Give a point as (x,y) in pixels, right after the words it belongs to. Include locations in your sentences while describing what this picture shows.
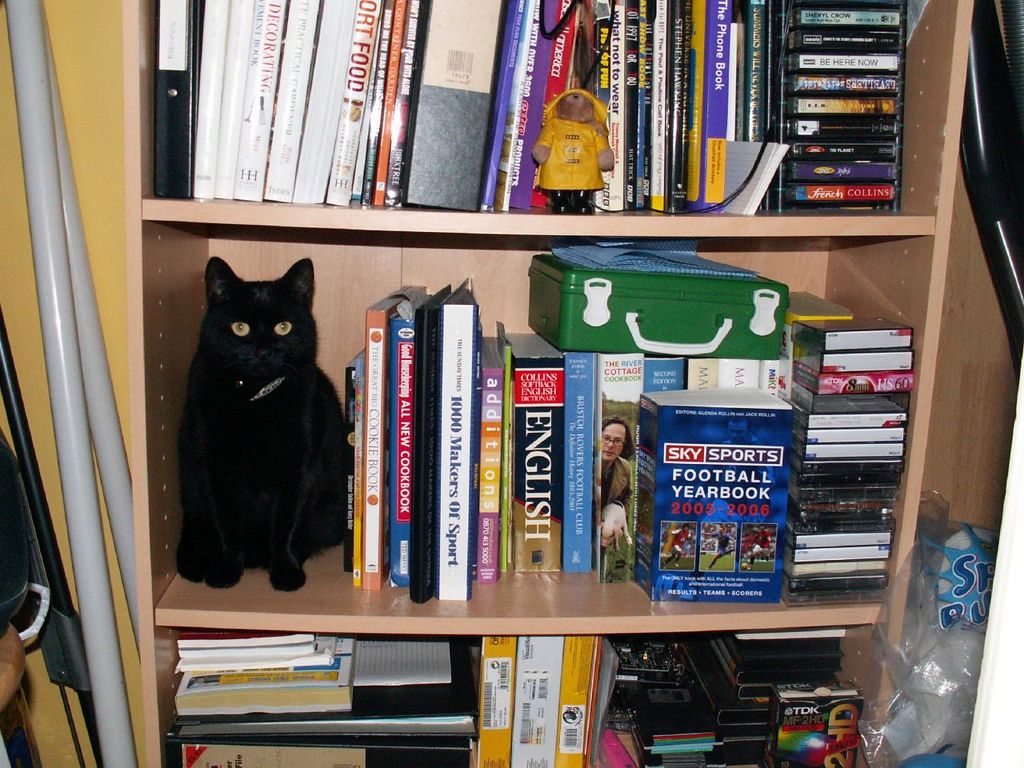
In this image, we can see a wooden shelf (467,617). Here we can see a black cat (286,474) is sitting on the rack (367,615). Here we can see so many books (233,9), box (616,324), cover (963,568), rods (135,589) and wall (113,113).
